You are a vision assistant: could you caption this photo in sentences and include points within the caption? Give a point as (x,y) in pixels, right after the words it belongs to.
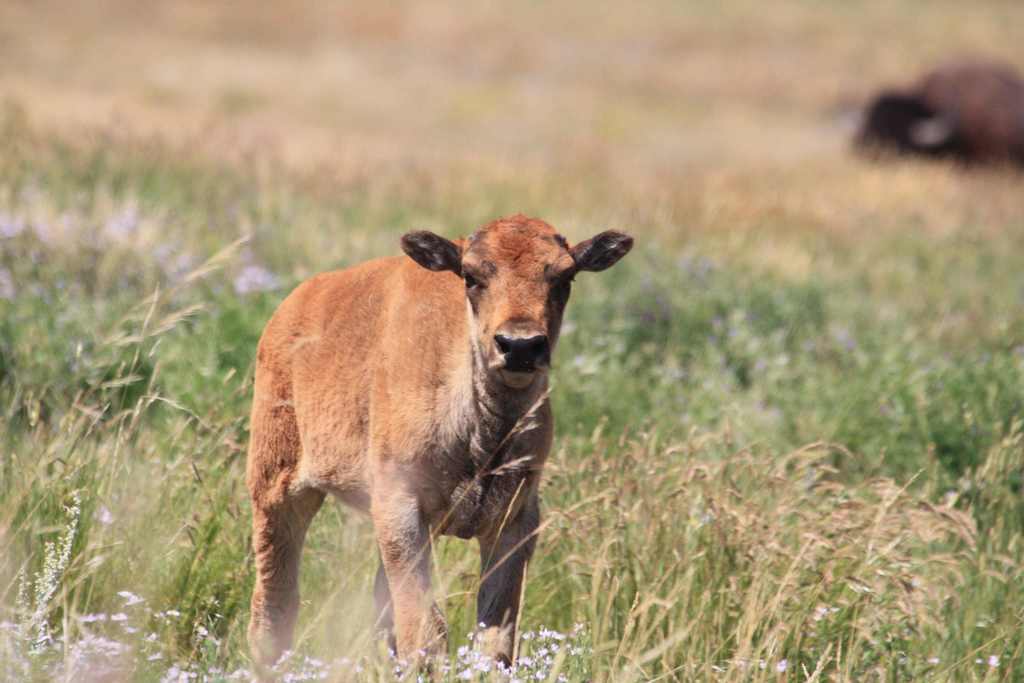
In this image I can see an open grass ground (890,202) and on it I can see a brown colour calf (484,532) is standing in the front (356,421). I can also see this image is little bit blurry in the background (685,189).
